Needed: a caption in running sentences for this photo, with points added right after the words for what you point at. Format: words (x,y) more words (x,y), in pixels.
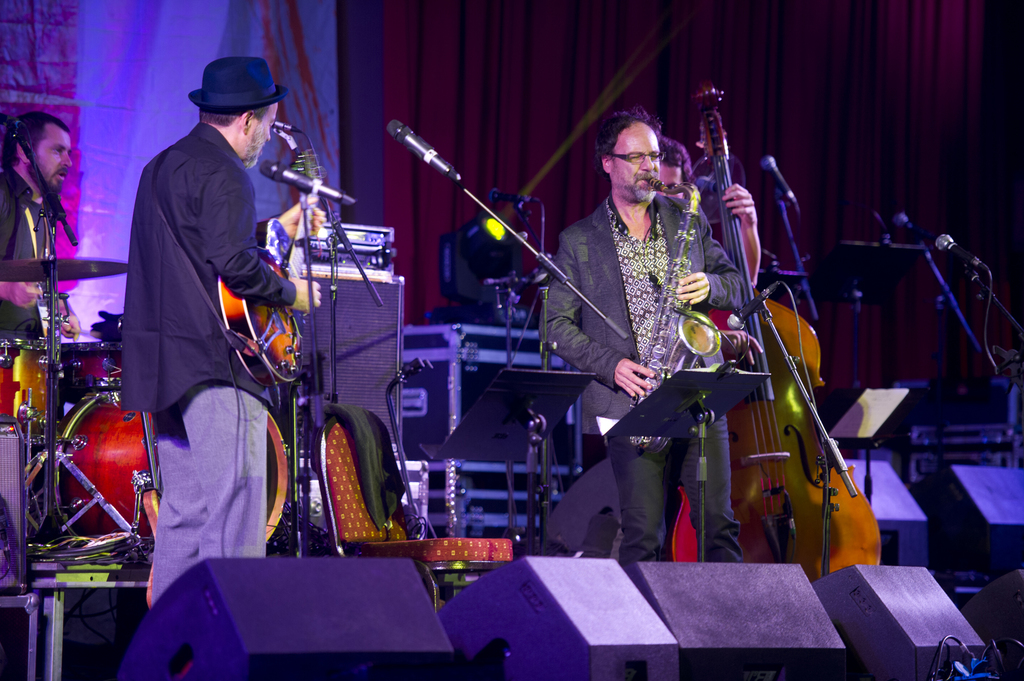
A person (205,253) wearing a black coat (216,192) and a hat (246,107) is holding guitar (255,311) and playing. Another person (630,276) holding another musical instrument (691,199) and playing. In the back (44,222) another person (32,207) is playing drums (47,354). Also in the back (683,170) a person (674,165) is playing a big violin (785,440). There are some instruments (373,362) kept in the back (420,372). There is a chair (336,495). In the front (509,626) there are speakers (626,596). In the background (736,65) there is a red curtain (853,86). Also there are many mics (947,236) and mic stands (544,256).
